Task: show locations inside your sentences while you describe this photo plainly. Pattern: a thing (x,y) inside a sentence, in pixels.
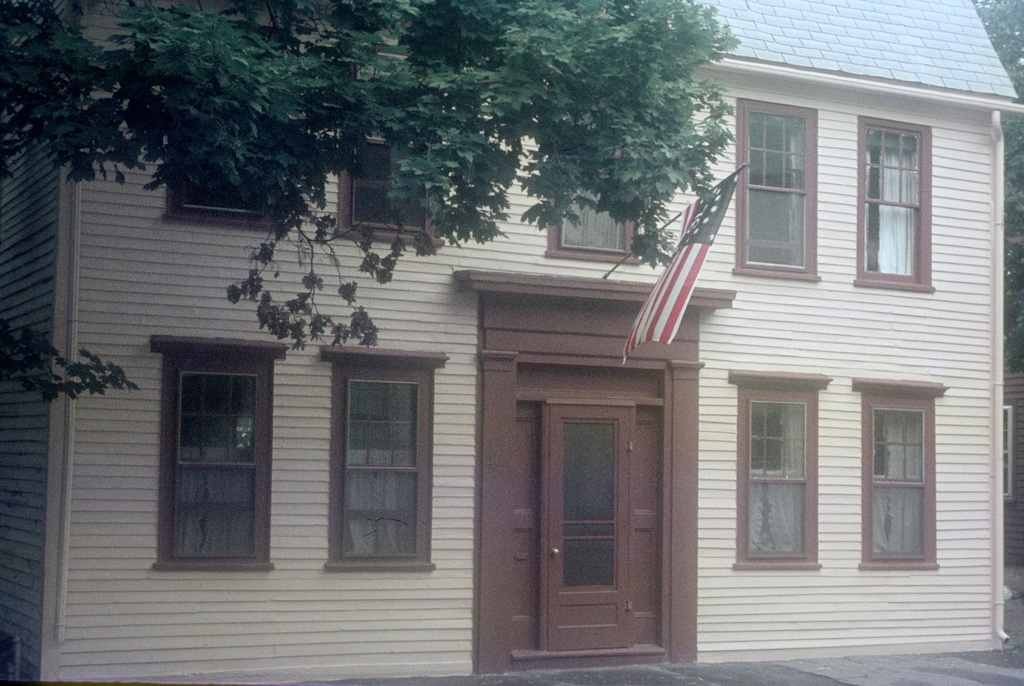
In the picture we can see a house (517,313) which has some windows (793,489), there is a door (542,503), flag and there are some trees (231,133).
